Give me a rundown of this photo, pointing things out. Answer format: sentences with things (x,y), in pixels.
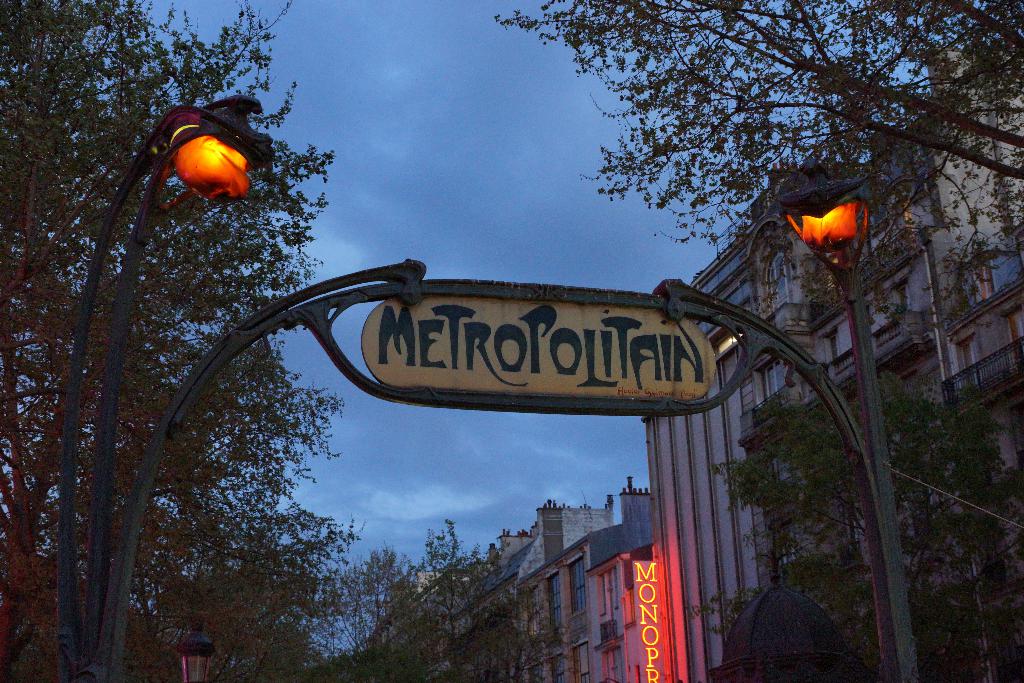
In the center of the image (413,383) an arch (393,383) is there. On the right side of the image (769,486) we can see electric pole light (850,241), buildings (561,585), trees (813,507) are there. At the top of the image (448,103) clouds (499,157) are present in the sky (476,179).
